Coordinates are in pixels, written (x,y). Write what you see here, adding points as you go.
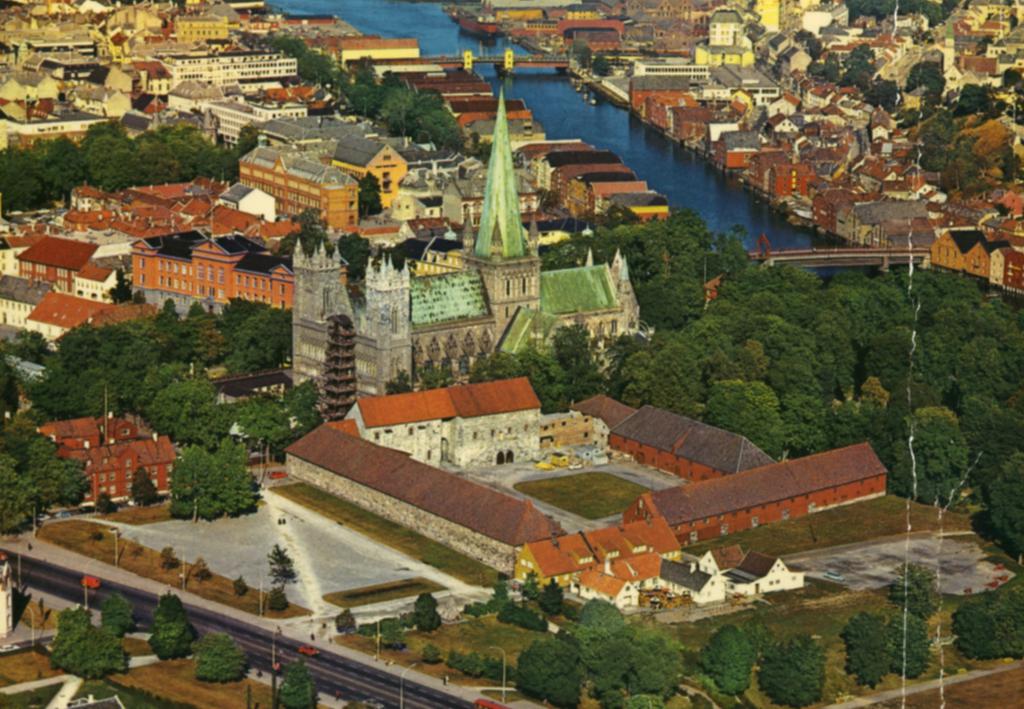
Here in this picture we can see buildings (257,193) and houses (272,229) present on the ground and we can see trees (212,474) and plants (582,661) present all over there and we can see some parts of ground (164,511) covered with grass (774,607) and we can see a river (447,49) over there and we can see a couple of bridges (899,259) present across the river (805,239) over there.
